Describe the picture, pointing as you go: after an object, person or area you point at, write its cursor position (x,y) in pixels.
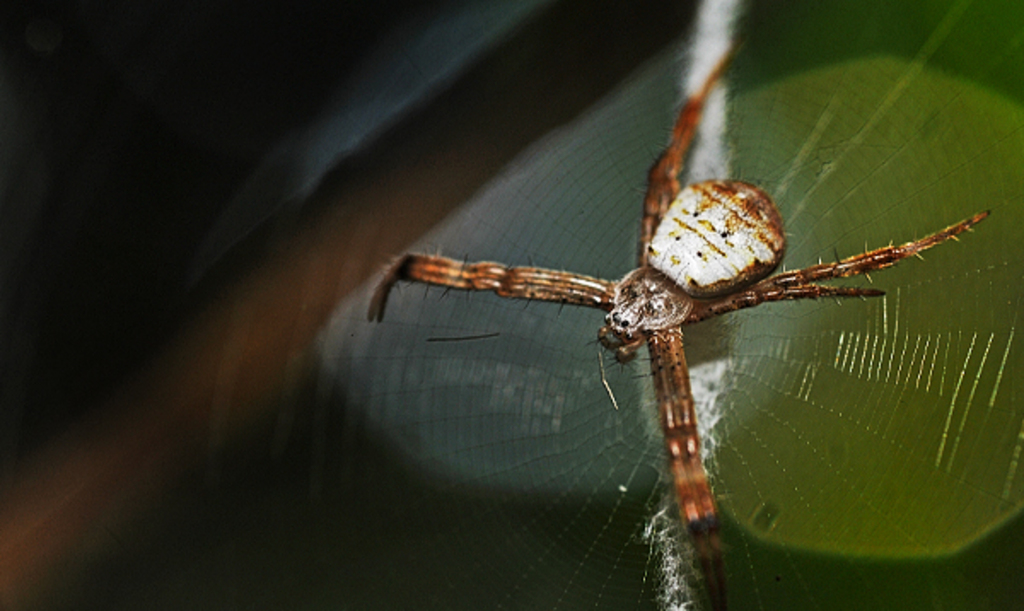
In this picture there is a brown color spider (666,321) sitting on the web (732,373). Behind there is a blur background (356,134).
